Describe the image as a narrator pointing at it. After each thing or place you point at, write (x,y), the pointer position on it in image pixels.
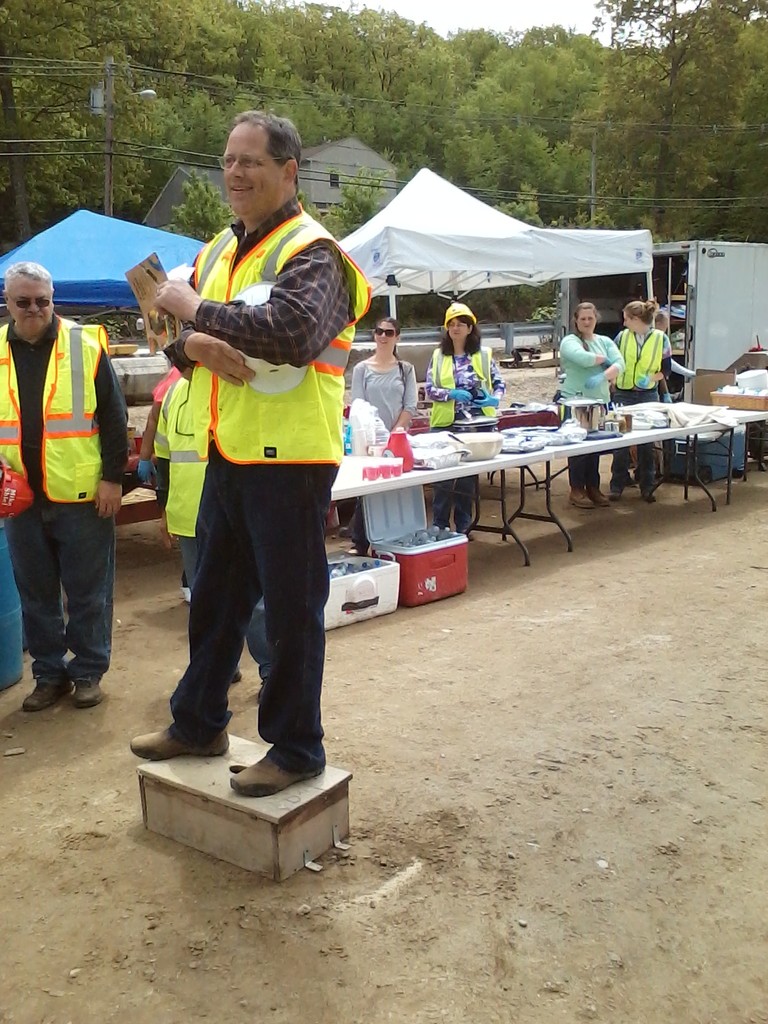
In the picture I can see a man (284,301) standing on the wooden block (299,819) and there is a smile on his face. He is wearing a safety jacket (330,380) and he is holding a book (132,284) and a helmet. There is another man (39,606) on the left side (105,460) is wearing a safety jacket (97,355). I can see the tables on the ground (480,572). I can see four women (393,372) standing in front of the table (661,431). In the background (202,188), I can see the trees (365,77), a house (330,169), electric poles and tents (482,284).
